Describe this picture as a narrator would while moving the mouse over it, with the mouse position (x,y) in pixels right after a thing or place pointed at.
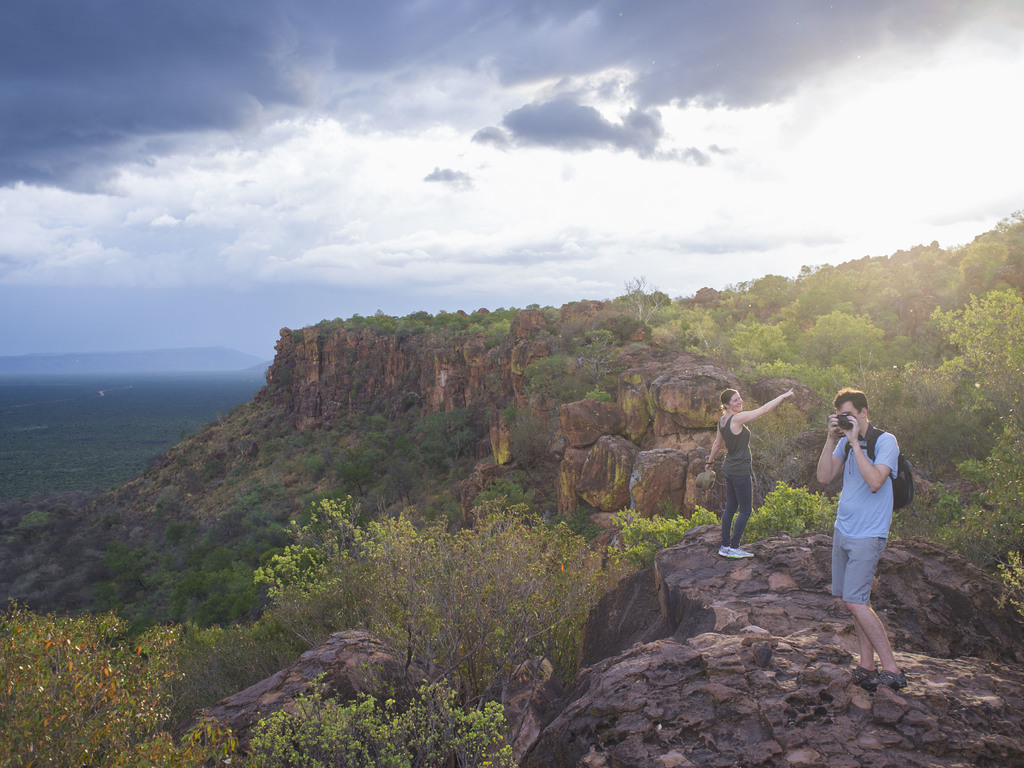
In this image I can see two persons (734,440) are standing here. I can see one of them is holding a camera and carrying a bag (906,477). I can also see number of trees (837,329), clouds (445,285) and the sky (189,205) in background (210,230).
